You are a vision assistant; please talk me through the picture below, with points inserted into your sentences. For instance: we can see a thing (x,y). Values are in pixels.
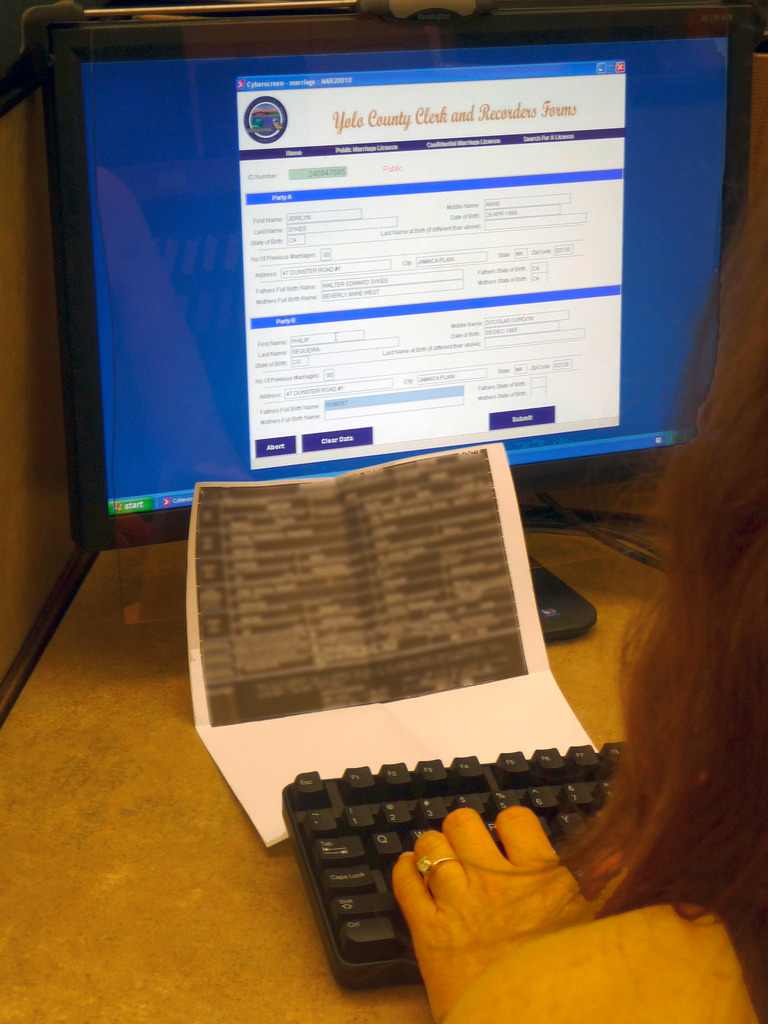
In this image we can see a person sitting in front of the desktop (383,246) that is placed on the table (609,672). On the table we can also see a paper (327,627).
